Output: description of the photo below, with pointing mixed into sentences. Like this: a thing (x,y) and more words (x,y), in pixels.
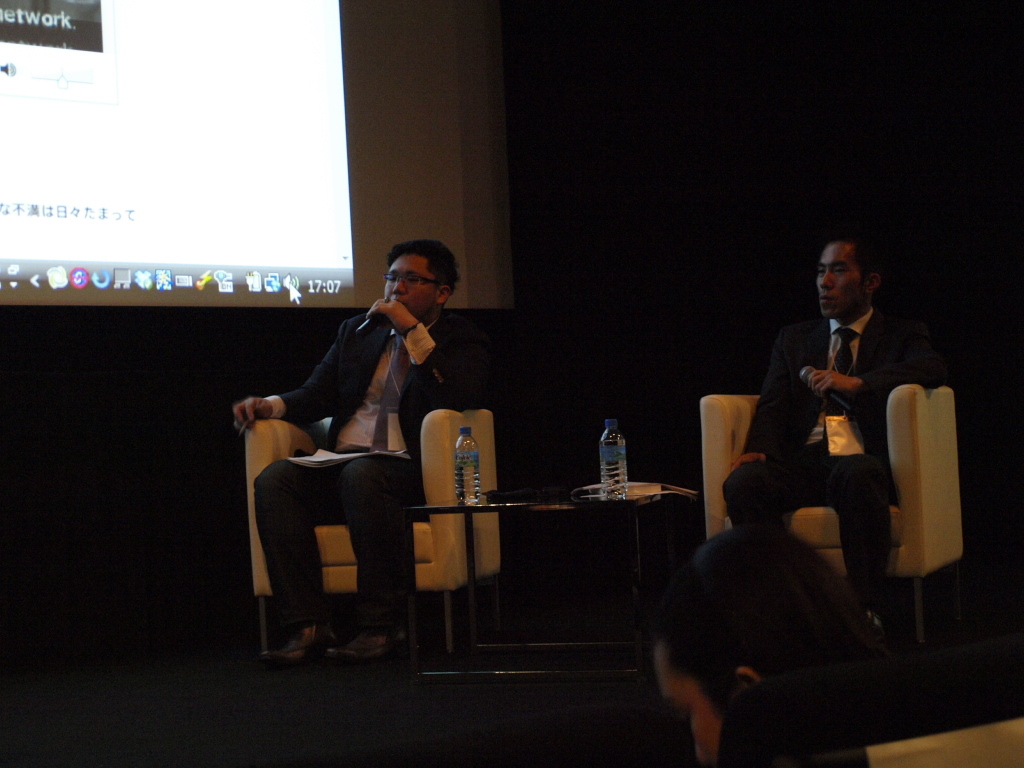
In this image there are three person (384,476) sitting on the chair (345,531). The person (818,408) is holding a mic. On the table (554,501) there is a water bottle (472,496). The screen (233,299) is displayed on the wall (94,382).
